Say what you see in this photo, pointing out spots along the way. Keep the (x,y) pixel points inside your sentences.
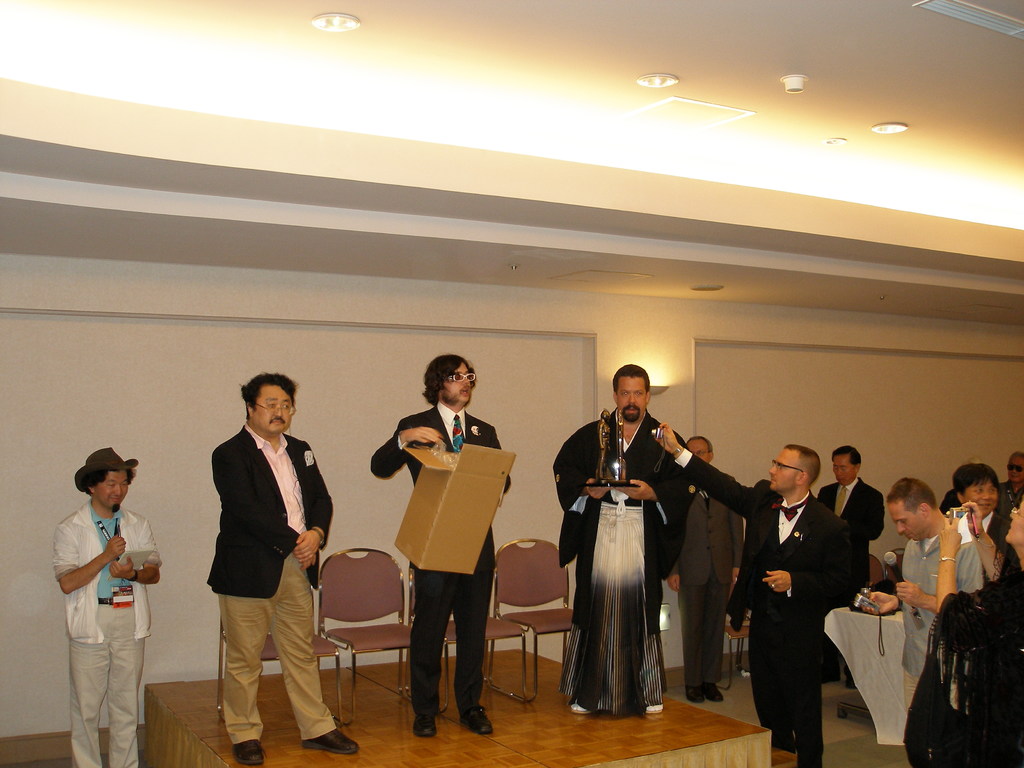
In this image there is a stage (479,743) on which there are three persons (671,546). The man (478,572) in the middle (439,491) is holding the box (460,513). While the man (580,456) on the right side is holding the shield (599,460). On the right side (742,552) there is a man (774,570) who is standing on the floor (828,722) is taking the picture with the camera (664,430). At the top (569,91) there is ceiling (511,84) with the lights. On the left side (119,557) there is another man (97,591) who is standing on the floor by holding the book (143,564). On the right side (924,548) there are few other people (907,556) who are taking the pictures with the cameras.
